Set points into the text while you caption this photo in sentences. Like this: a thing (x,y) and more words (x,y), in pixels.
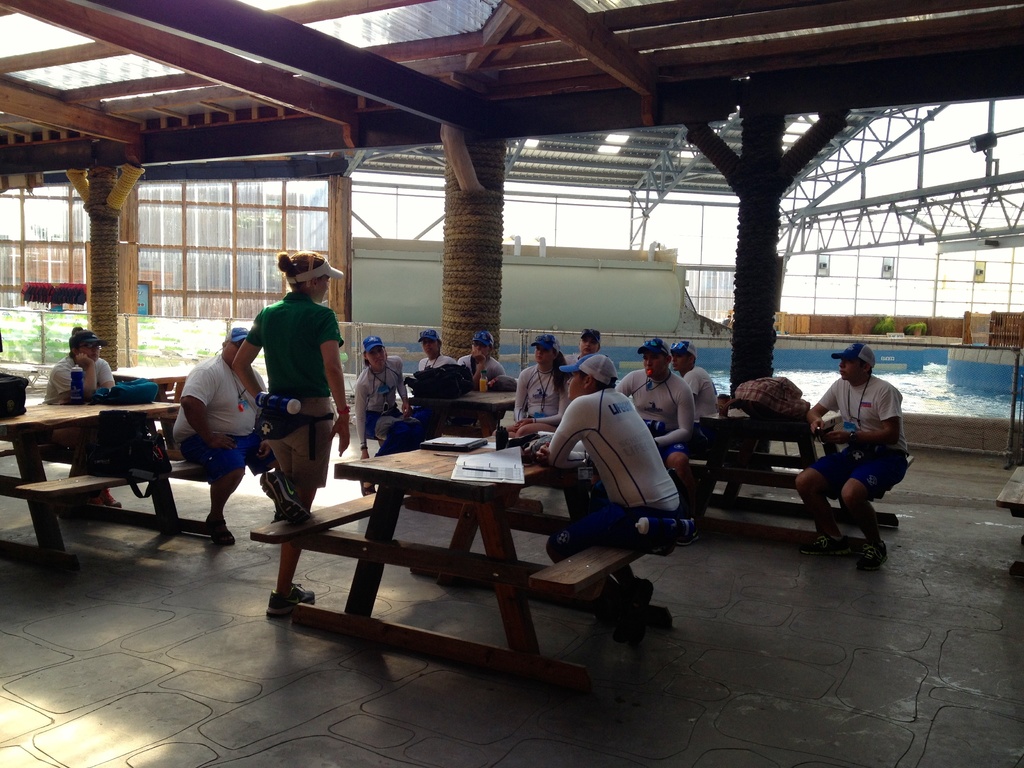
Few persons (859,451) are sitting on the bench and wear cap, this person (311,256) standing and wear cap (317,275). Behind this persons (863,355) we can see pillars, water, building (196,226). We can see bags (135,392) and objects (482,372) on the table (426,481) and we can see bags (122,463) on the bench (10,494). This is floor (683,733).
